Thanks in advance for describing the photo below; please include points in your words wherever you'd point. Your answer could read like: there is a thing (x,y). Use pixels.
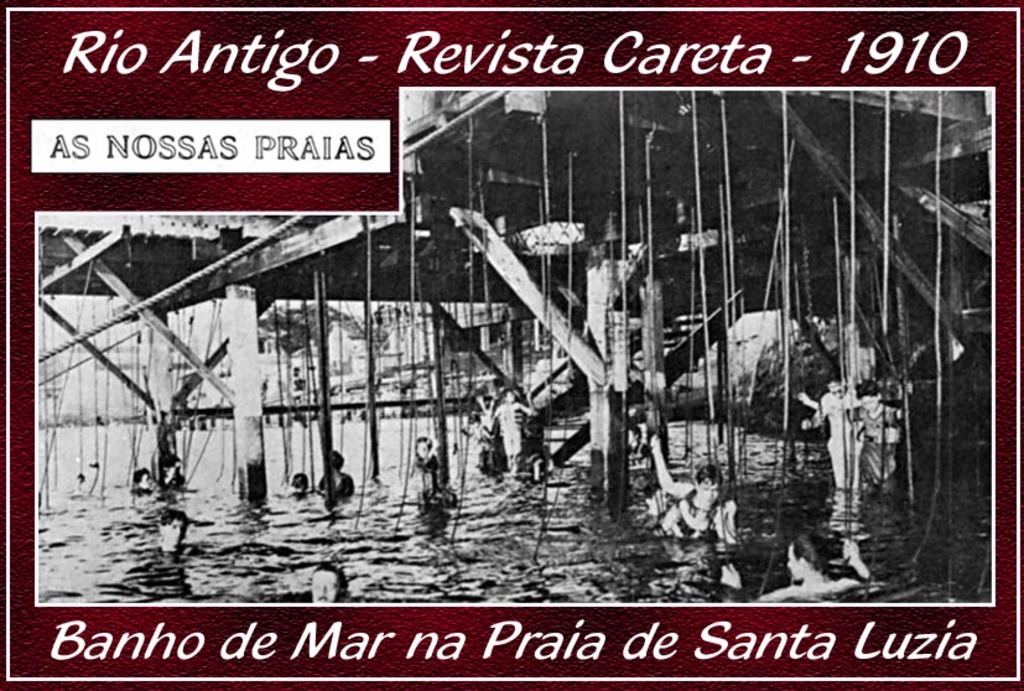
In this image we can see a poster (442,295) in which there are some persons (513,425), pillars (255,454) and there is some water (369,507).
